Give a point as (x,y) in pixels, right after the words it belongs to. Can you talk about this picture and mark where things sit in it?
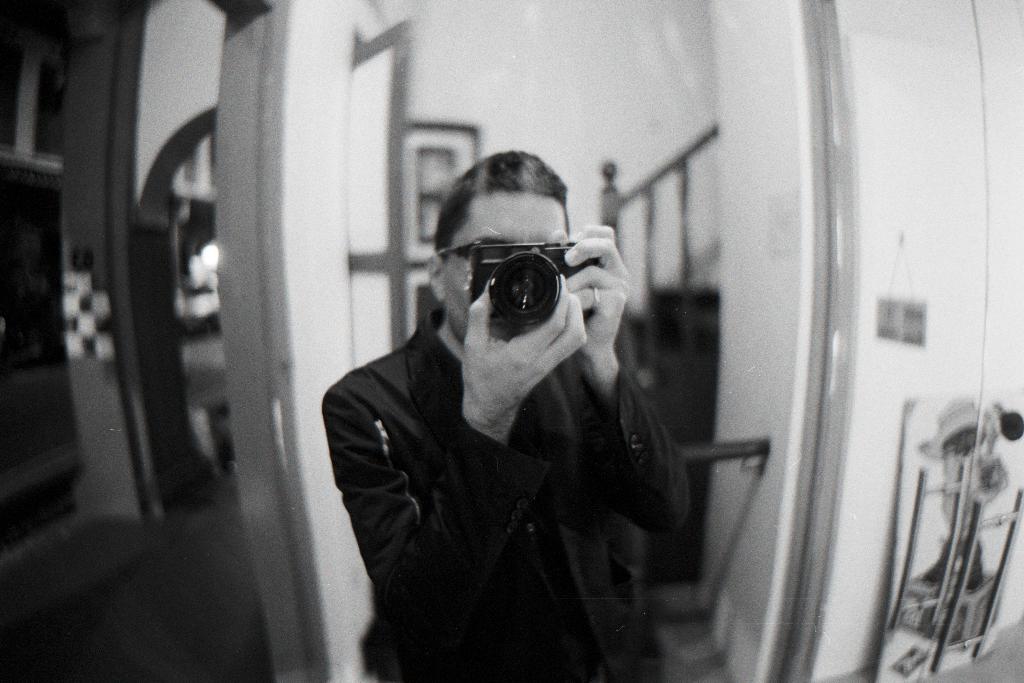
He is standing and he is holding a camera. There is a stand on the right side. we can see in the background (361,108) wall (290,169), pillar (95,131), window (405,111), photo frame (428,137) and staircases (683,237).
